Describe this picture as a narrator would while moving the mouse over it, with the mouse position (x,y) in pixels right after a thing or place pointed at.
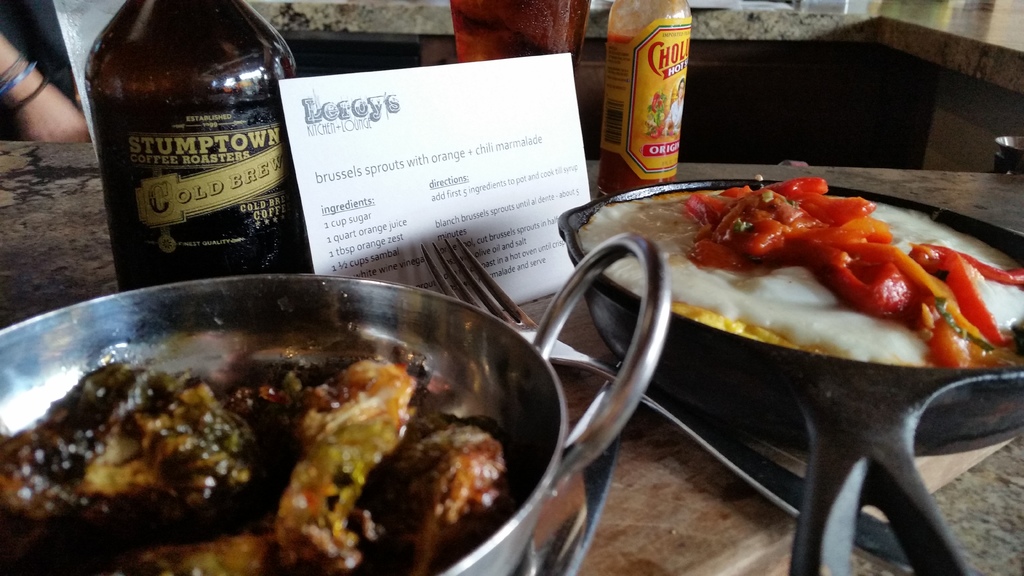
This picture we can see a table (58,262) on the table (976,198) we have eatable things (383,477), a fork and some bottles (662,54) are been placed.
